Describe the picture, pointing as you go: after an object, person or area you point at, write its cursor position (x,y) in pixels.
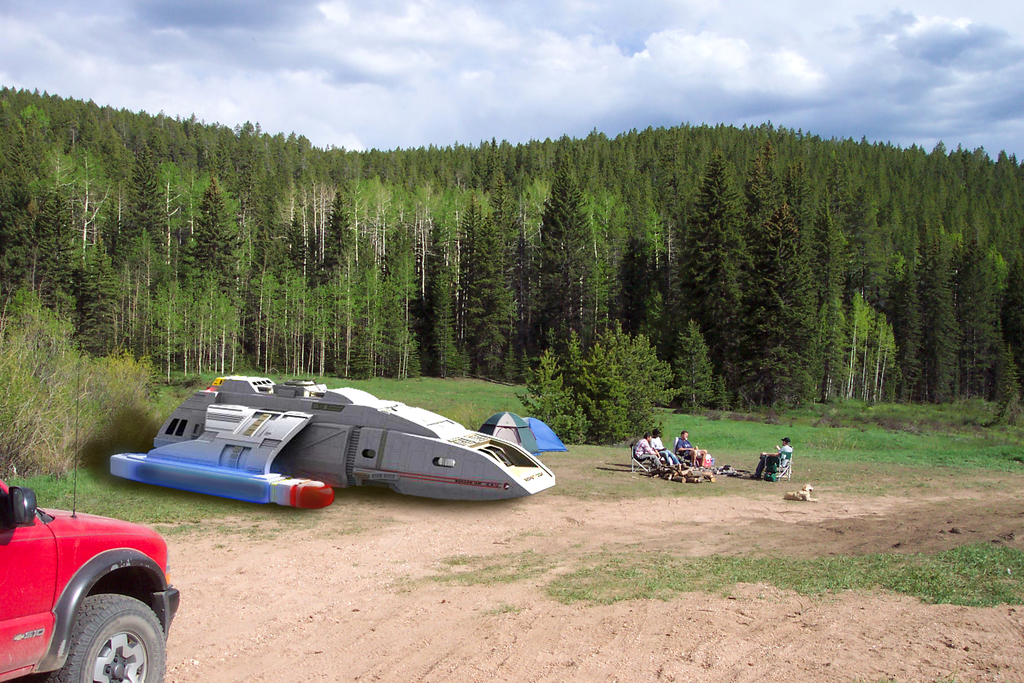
This picture is clicked outside the city. On the left corner (76,532) there is a red color car (75,597) is parked on the ground (185,569). In the center (519,450) there is a white color object (327,429) placed on the ground (573,482) and we can see the tents (555,442) and group of people (762,464) sitting on the chairs (782,464) and there is an animal (800,499) sitting on the ground (785,506) and we can see there are some objects (720,473) placed on the ground (716,521). In the background (1005,438) we can see the green grass (815,441), plants (575,391), trees (565,226) and the sky (369,78).
